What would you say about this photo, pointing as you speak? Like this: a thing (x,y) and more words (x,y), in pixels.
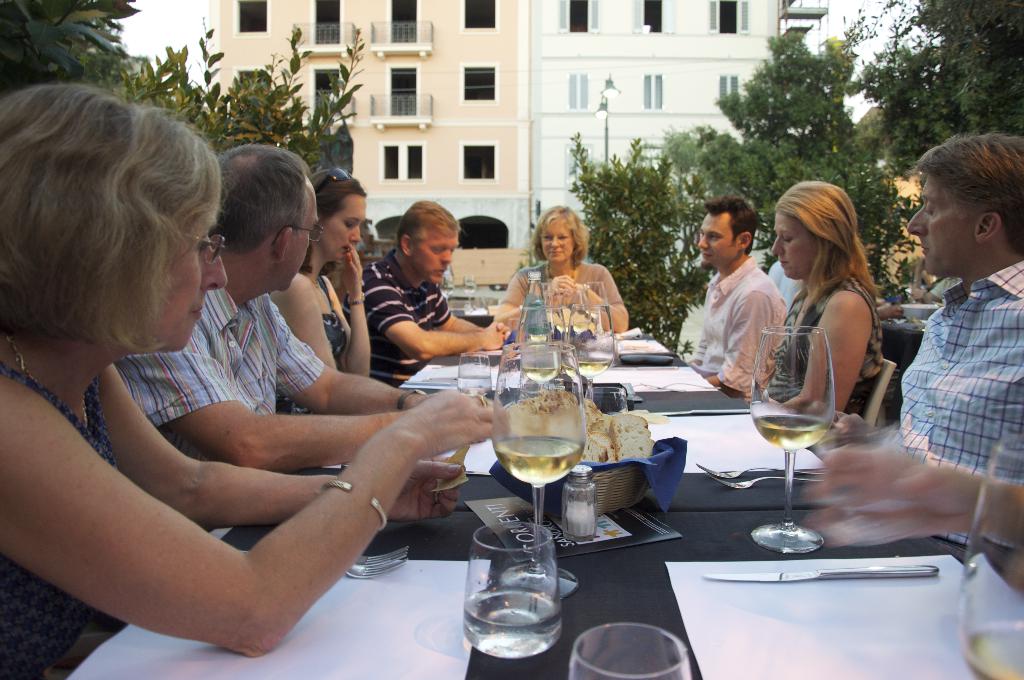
In this image, we can see group of people (210,382) are sat on the chair (875,387). In the middle (682,410), there is a black color table (714,532). Few items (609,370) are placed on it. On the right side (827,111) and left side (283,99), we can see so many trees (631,164). And background (549,98), we can see a building (531,90).
